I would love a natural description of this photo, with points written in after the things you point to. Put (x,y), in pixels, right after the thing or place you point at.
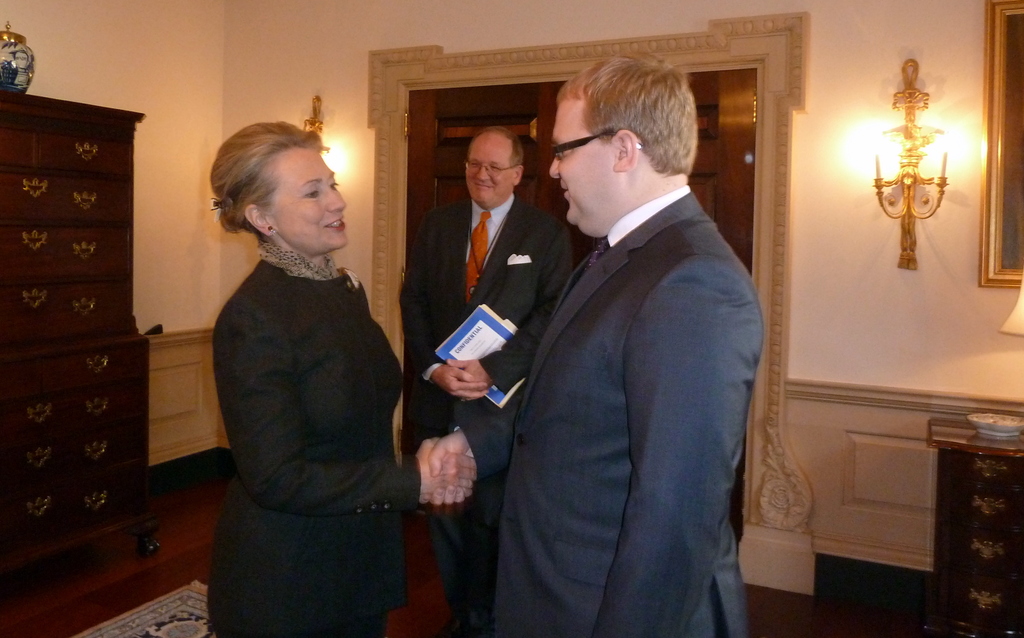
In this image there are three persons (441,412) standing at middle of this image (489,371). There is a lamp (912,150) at right side of this image (894,211). There is a bowl (987,431) in white color kept at right side of this image (1003,423). there is an object (98,348) placed at left side of this image (80,279). there is one lamp (328,156) at left side of this image (315,124). There is a wall (162,174) in the background (157,44). The right side person (657,209) is wearing white color shirt (657,209) and black color blazer (633,378) and the middle person (499,279) is also wearing white color shirt (474,216) and black color blazer (468,305) and holding some books (477,350) and there is one women (270,406) at left side (304,385) is smiling and wearing black color dress (275,439) at left side of this image (254,438). there is one photo frame (979,282) at top right corner of this image (993,78).
